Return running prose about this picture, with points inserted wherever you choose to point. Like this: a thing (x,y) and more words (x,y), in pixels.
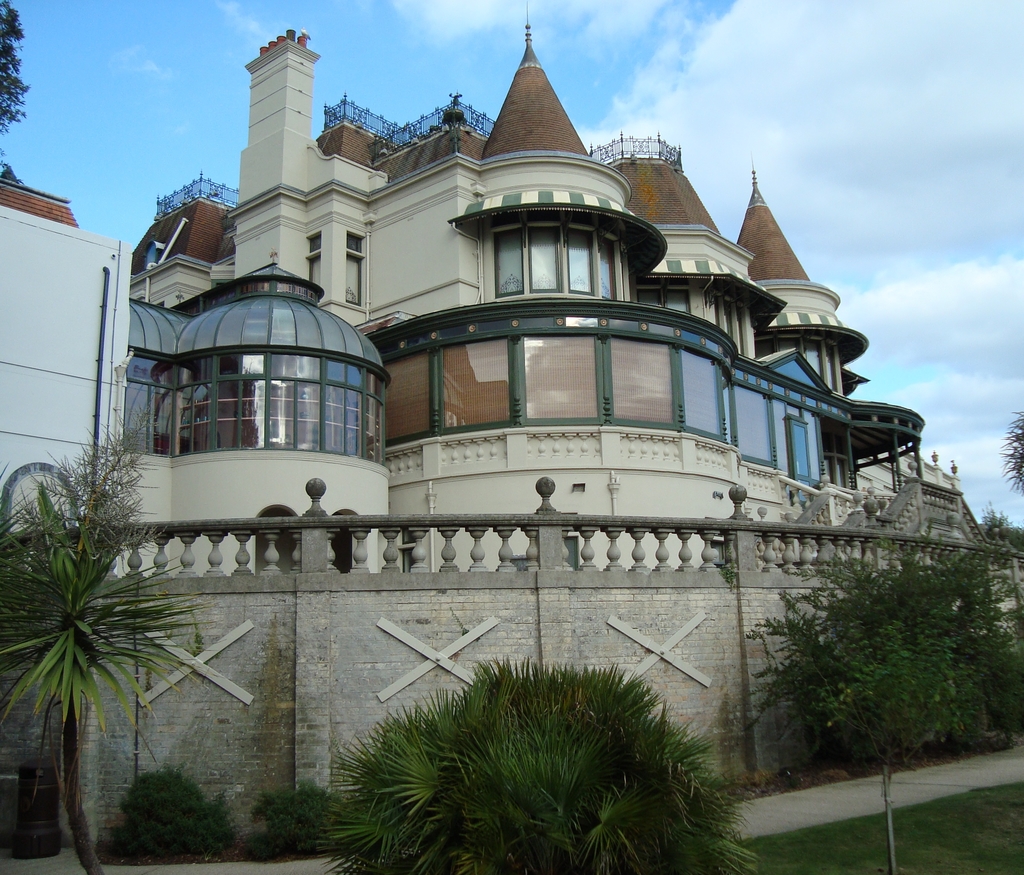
This picture shows buildings (902,465) and we see trees (29,578) and a compound wall (444,598) and we see a blue cloudy sky (686,116).
